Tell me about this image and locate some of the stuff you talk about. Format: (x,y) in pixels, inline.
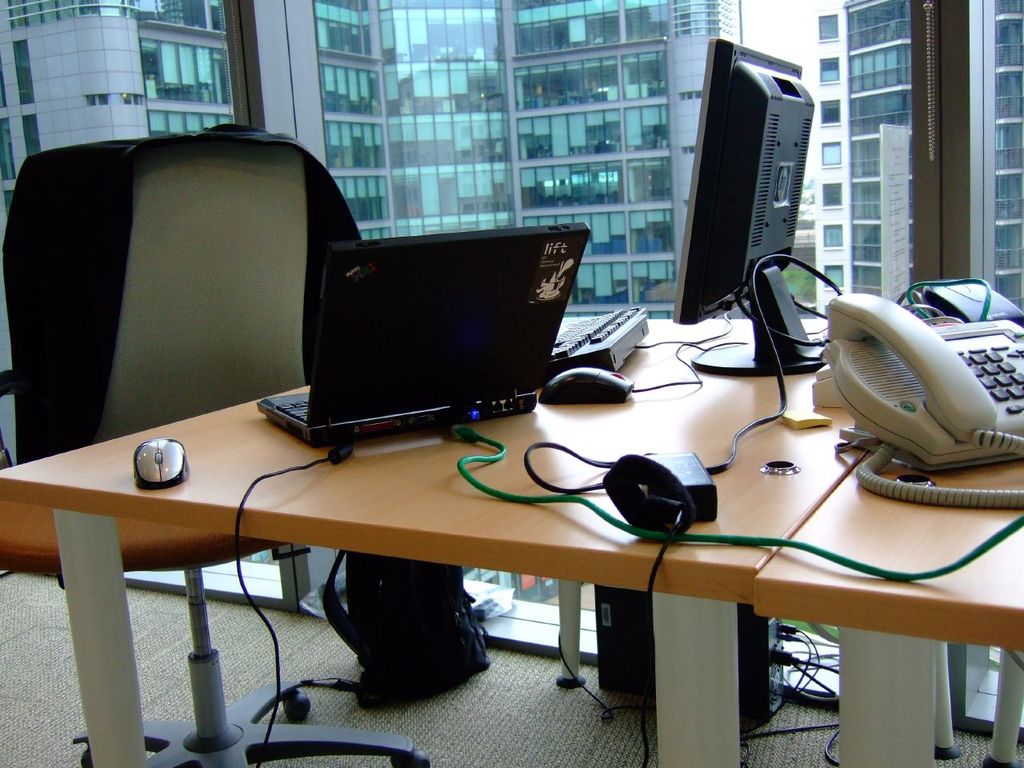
There is a room (458,460). There is a table (734,496). There is a laptop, telephone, mouse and battery (705,507) on a table (747,451). We can see in the background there is a building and sky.
